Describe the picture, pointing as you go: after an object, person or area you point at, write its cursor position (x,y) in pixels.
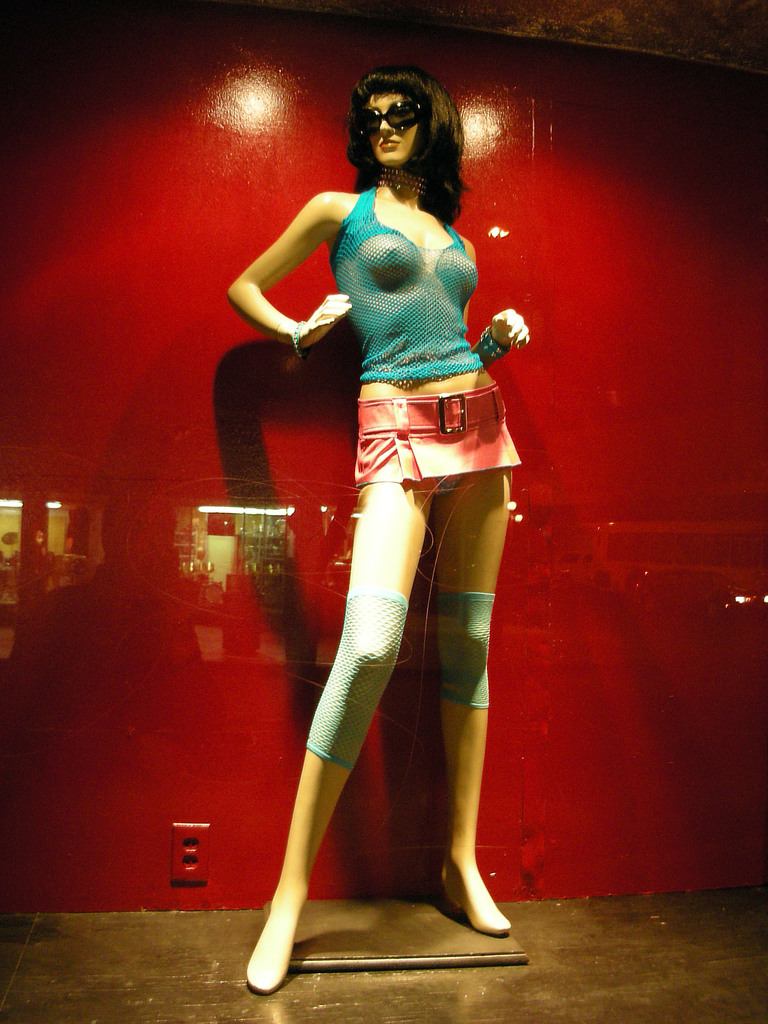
In this picture we can see the statue of a woman (443,443), who is wearing goggle (397,126), hairs (428,116), t-shirt (398,347), short (400,403) and cloth (394,619). In the back (416,629) we can see red color wall (628,570).
